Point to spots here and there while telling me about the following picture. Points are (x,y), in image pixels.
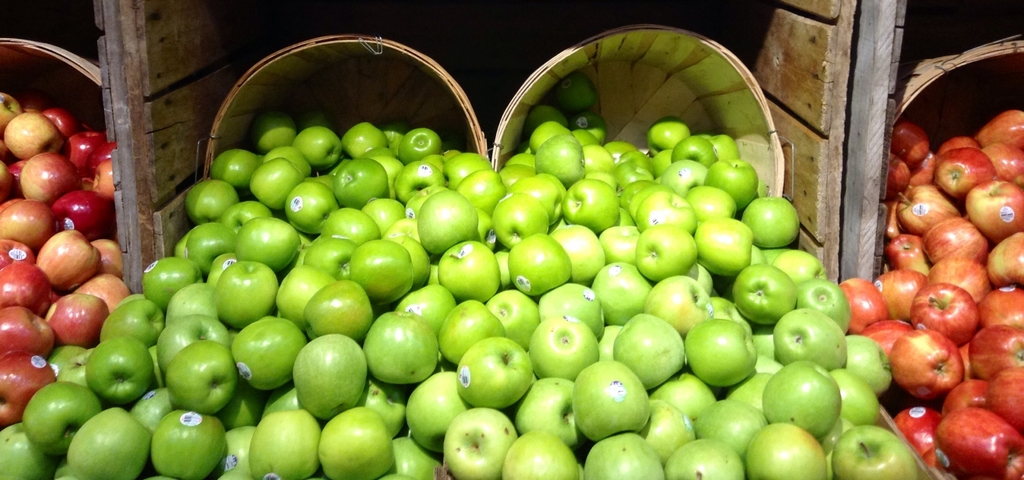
In this picture we can see green and red apples (217,257) with stickers (1014,291) on them. In the background (72,93) we can see baskets (541,65) and wooden planks (102,43).
